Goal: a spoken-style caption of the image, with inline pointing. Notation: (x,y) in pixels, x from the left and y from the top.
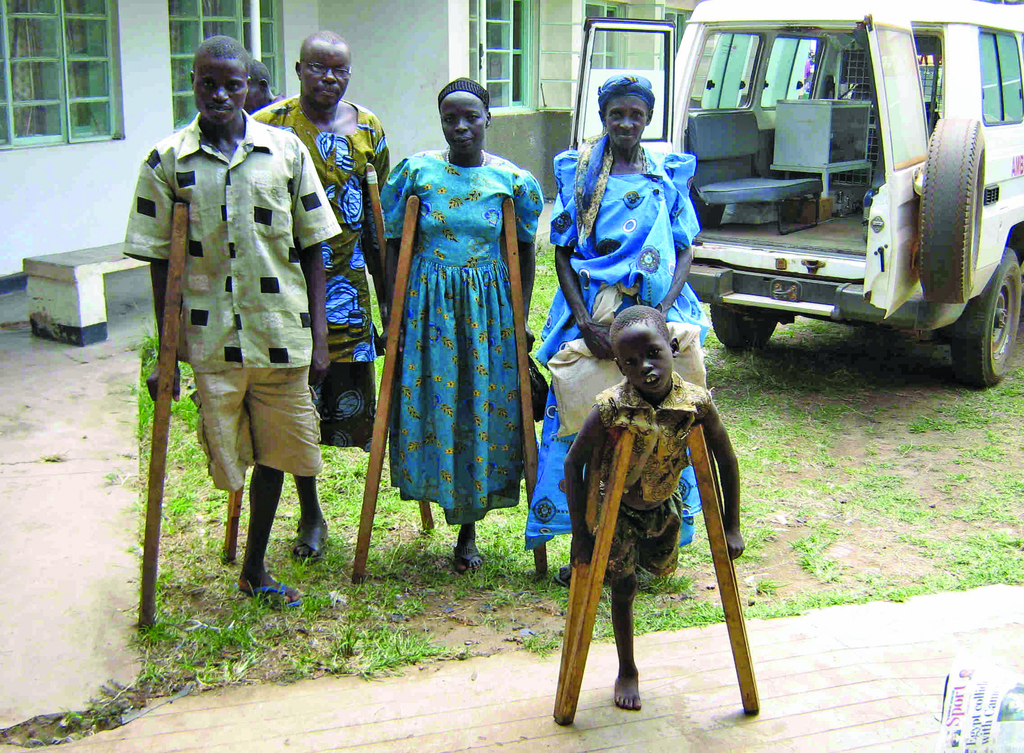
There is a child (650,340) holding two sticks (704,453) with both hands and standing on single leg (623,692) on the footpath (286,722). In the background (609,146), there are four persons (682,187) three of them are holding sticks (390,365) with both hands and standing on single leg (280,592) on the grass (491,583) on the ground (244,631), there is a vehicle (965,134) on the grass (241,646) on the ground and there is a building (155,34) which is having glass windows (93,39).
